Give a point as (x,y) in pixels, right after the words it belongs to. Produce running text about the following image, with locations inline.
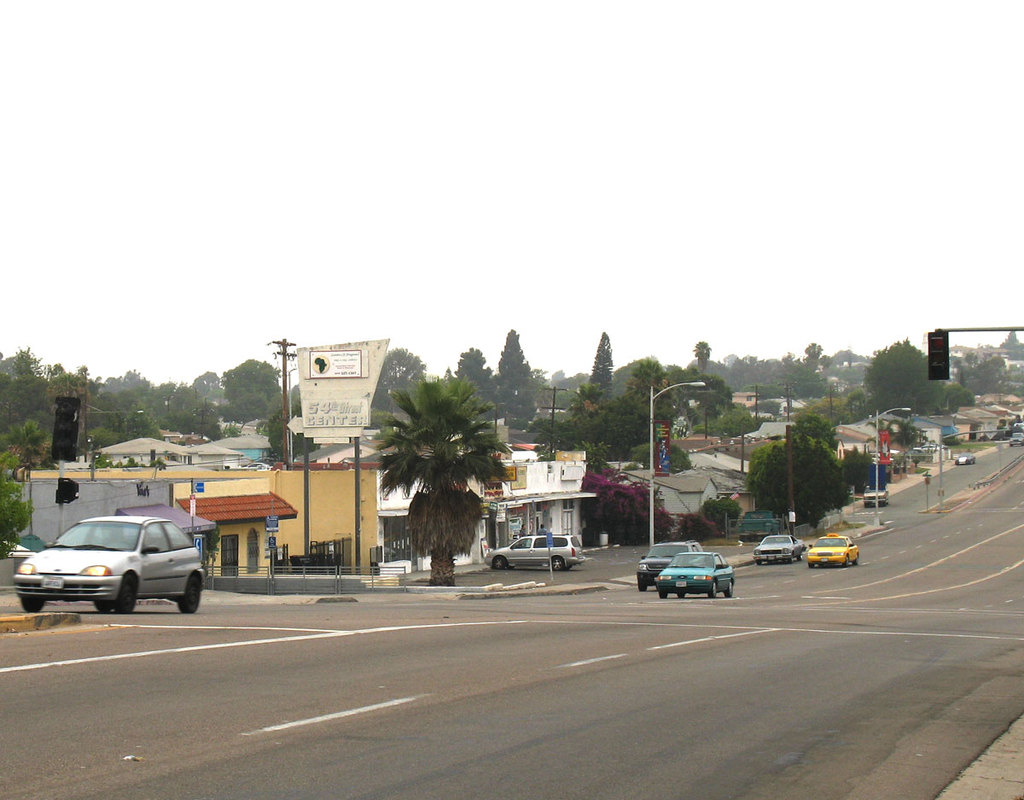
In this image there are a few cars (670,576) passing on the road surface (486,602), on the other side of the road (501,602) there are trees (602,450) and houses (319,498).
